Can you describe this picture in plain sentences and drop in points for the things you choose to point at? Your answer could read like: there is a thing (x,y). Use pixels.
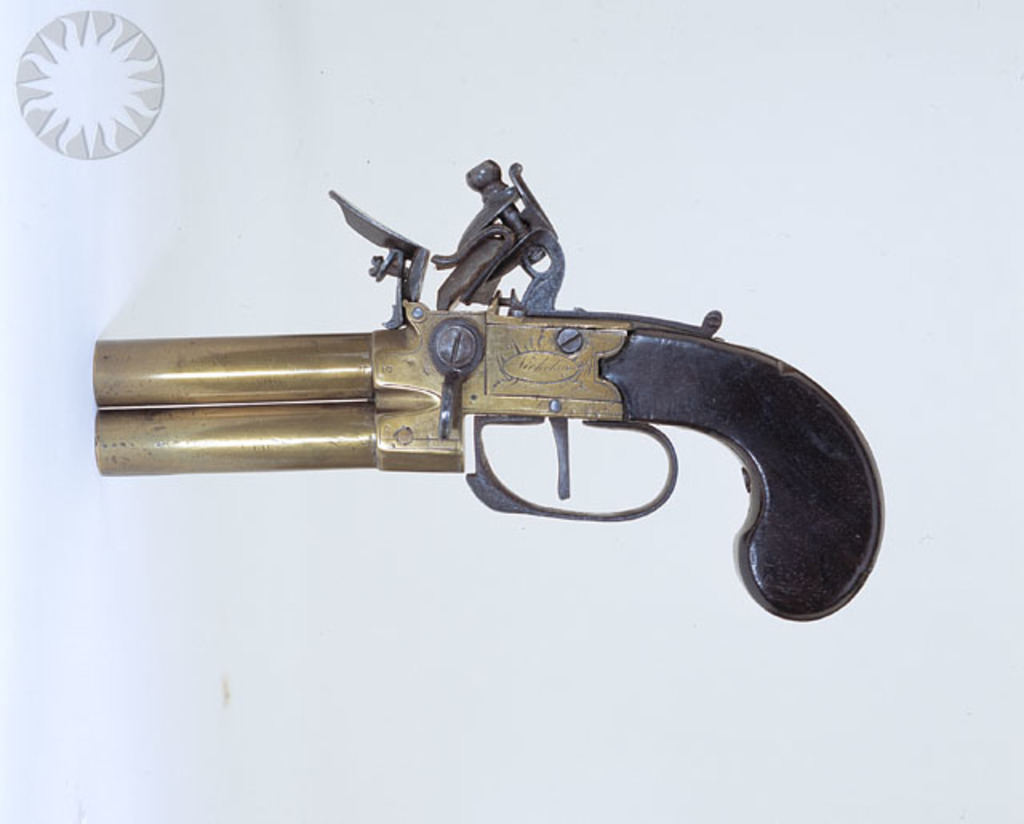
In this picture I can see a gun (446,334) and I can see a logo (126,102) on the top left corner of the picture (38,63) and I can see white color background (530,456).
